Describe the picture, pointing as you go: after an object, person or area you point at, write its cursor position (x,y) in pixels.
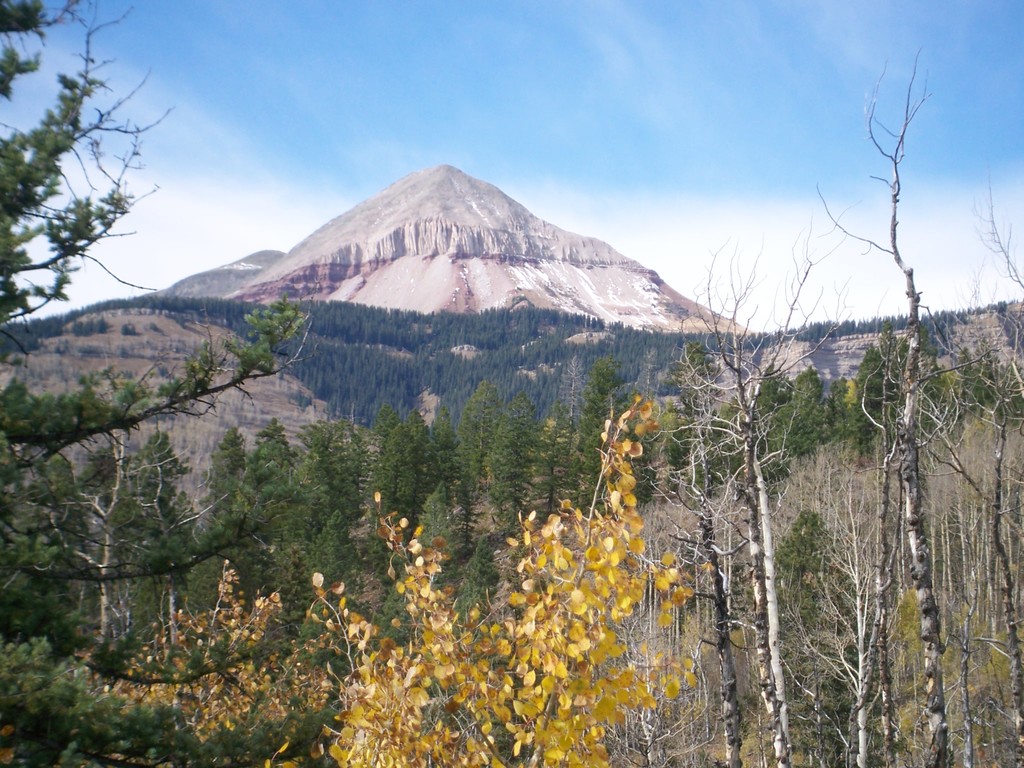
In this image we can see a group of trees (670,490), the hills (302,368) and the sky (680,198) which looks cloudy.
